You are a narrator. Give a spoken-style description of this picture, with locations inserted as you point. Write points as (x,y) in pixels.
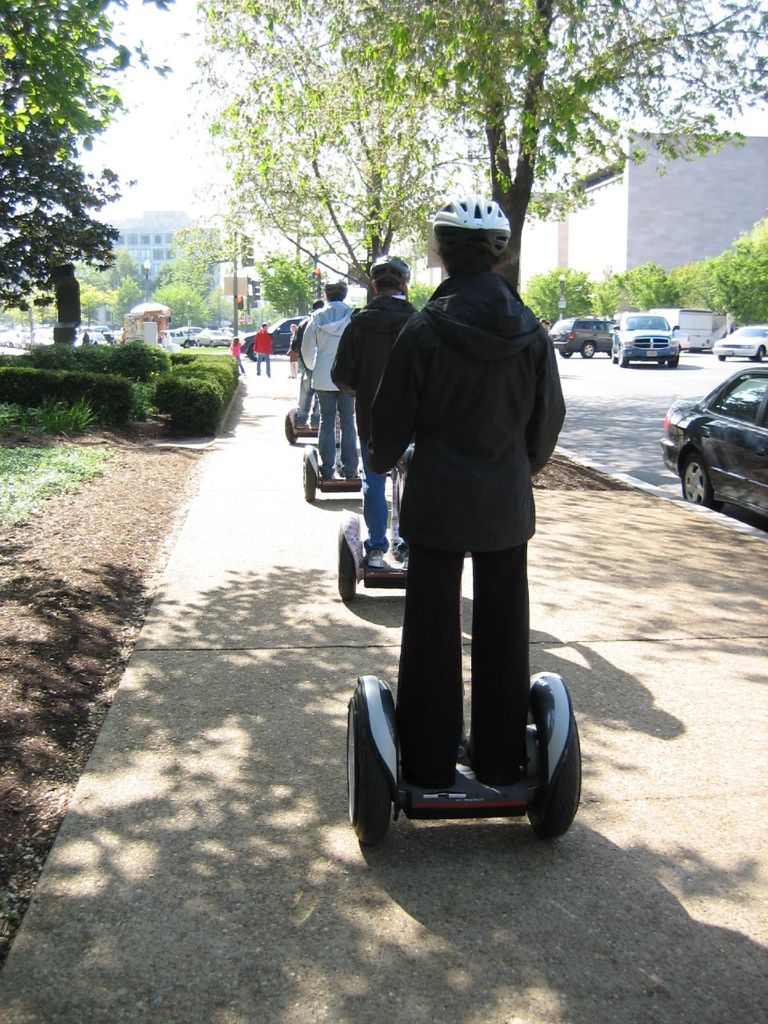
In the image there are few people (435,497) going on hoverboard (509,791) on the foot path (488,865), on the right side (609,421) there are cars (763,465) on the road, on the left side (124,410) there are plants (61,395) and trees (52,86), in the back (165,239) there are buildings (156,236).
